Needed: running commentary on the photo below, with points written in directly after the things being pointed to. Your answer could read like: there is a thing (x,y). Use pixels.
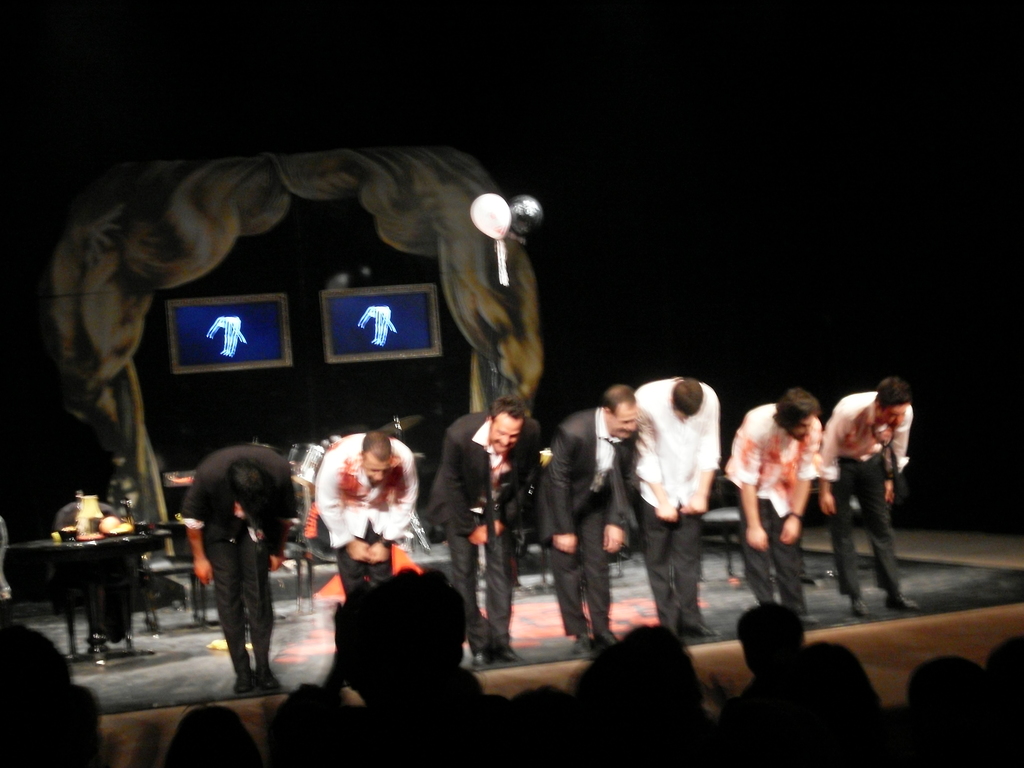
In this image I can see group of people (819,464) standing. The person (455,488) in front (489,486) wearing black blazer (481,474), white shirt (477,438), black pant (468,554). Background I can see two screens (230,322), and curtain (200,250) in brown color.
